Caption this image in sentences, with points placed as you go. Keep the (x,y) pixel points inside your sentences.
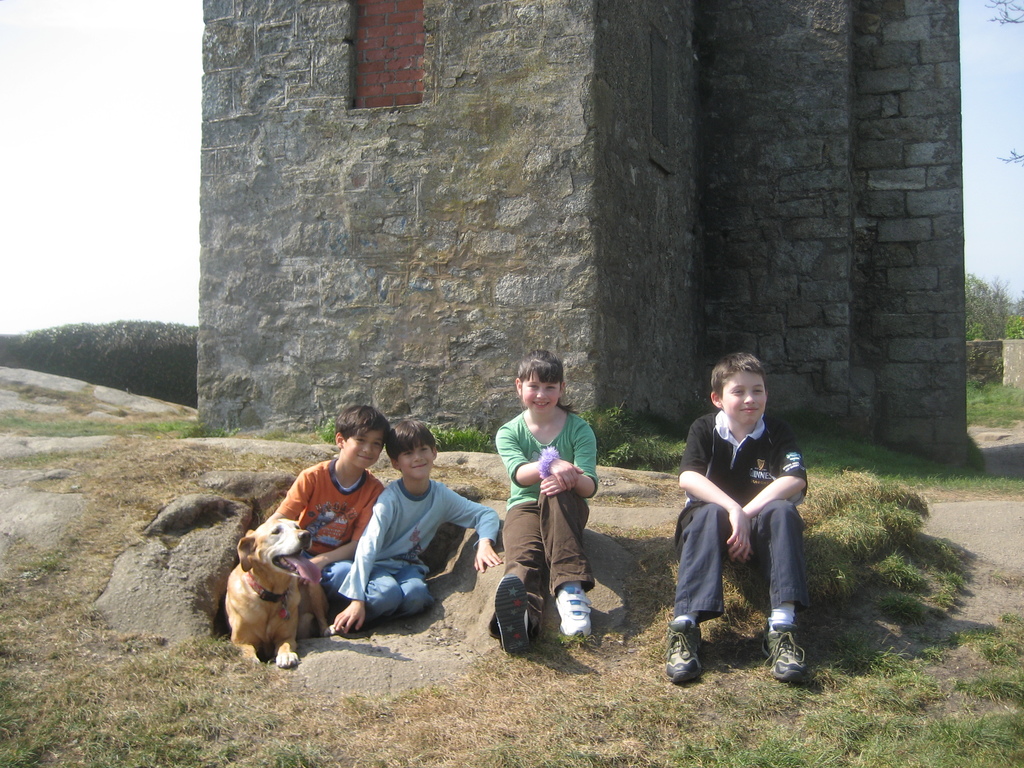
At the bottom of this image (548,515), there are children (565,431) smiling and sitting. Beside them, there is a dog (308,589) sitting. In the background (412,212), there is a building (548,210), there are trees (130,346), a wall (1002,348) and grass (989,750) on the ground (873,470) and there are clouds (6,280) in the sky (1016,233).
